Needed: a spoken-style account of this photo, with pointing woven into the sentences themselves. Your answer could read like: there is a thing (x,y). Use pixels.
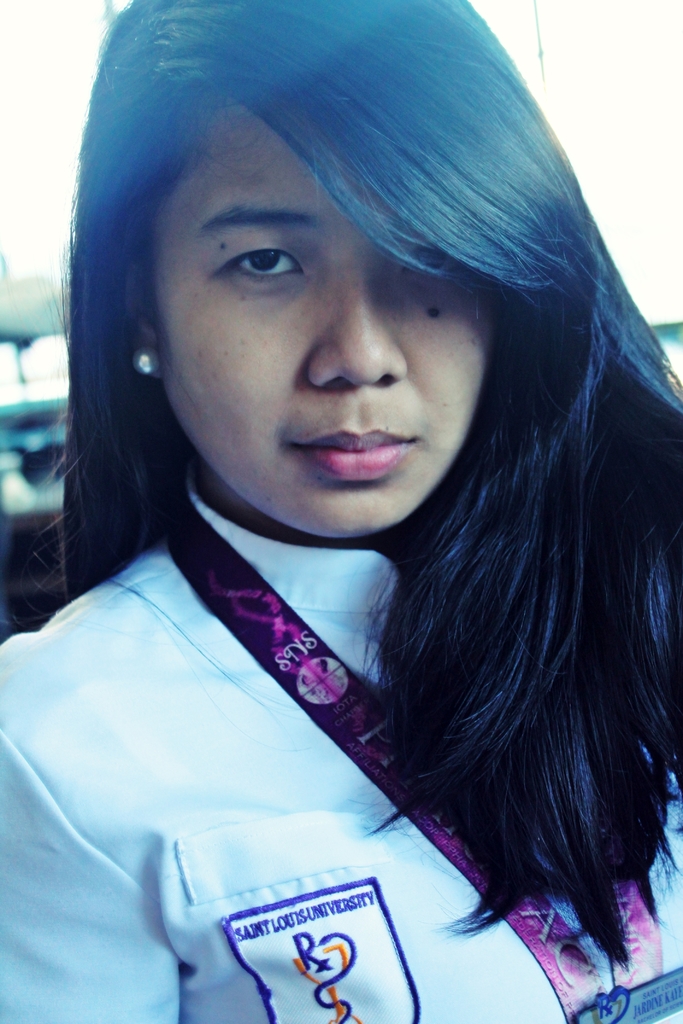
In this image we can see a lady (326,485) wearing white color dress (277,815), and an access card (377,736), and she has a sticker (260,973) with some written on it, and the background (679,302) is blurred.
